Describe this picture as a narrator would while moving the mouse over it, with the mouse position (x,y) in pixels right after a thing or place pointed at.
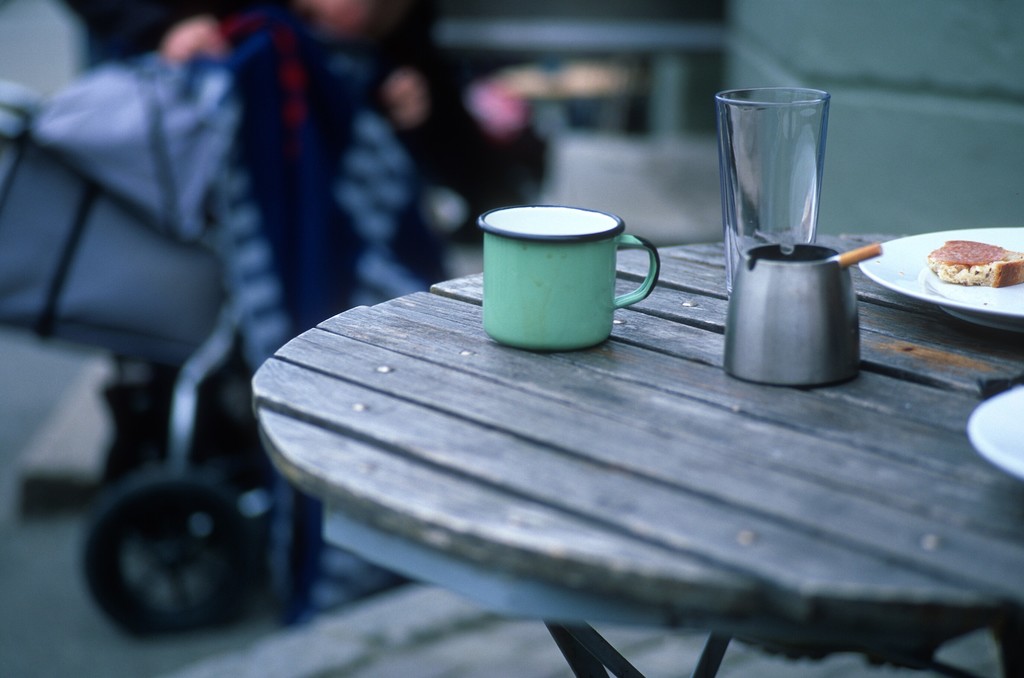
In the image we can see the table (548,489), on the table (525,606), we can see the cup (571,345), glass (734,179) and plates (1020,404). Here we can see food (968,264) on the plate (925,266) and the background (245,246) is blurred.
